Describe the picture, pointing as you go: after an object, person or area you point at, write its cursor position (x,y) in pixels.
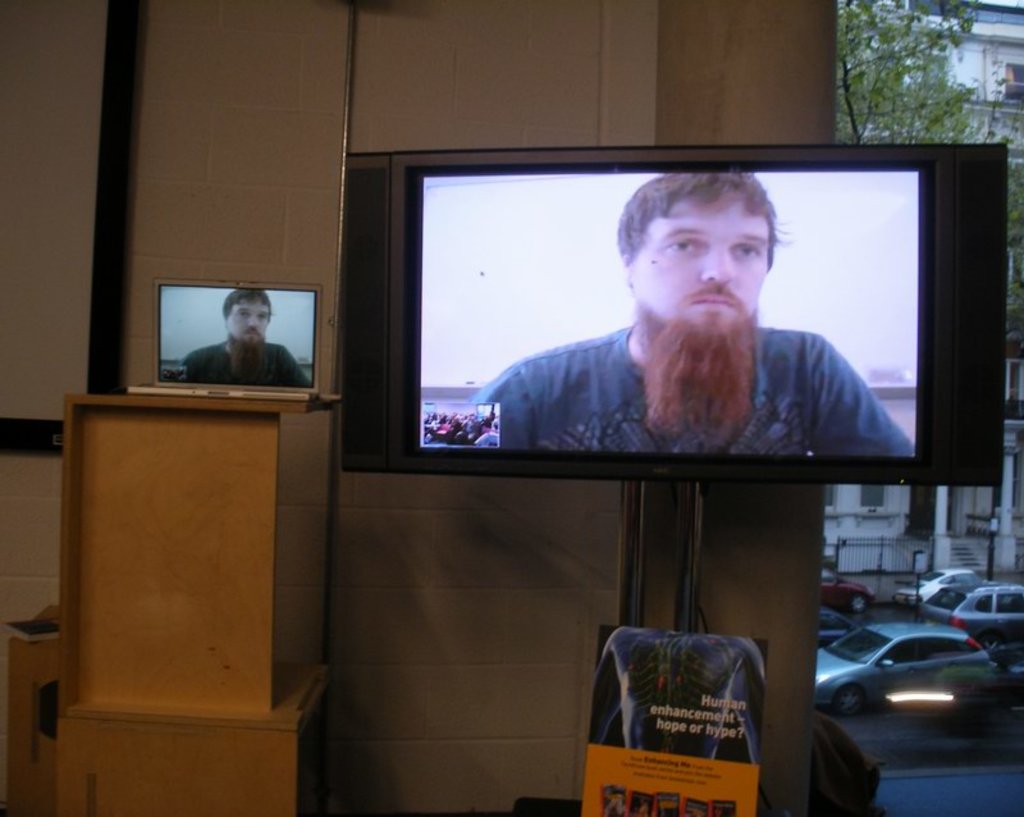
In this image I can see a monitor (549,234) which is attached to a stand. At the bottom (659,731) there is a poster (674,738). On the screen (601,351), I can see a man (631,389). On the left side (197,487) there is a table (149,541) on which a laptop (236,371) is placed. On the right side (876,636) there are few cars (883,694) on the road (895,731) and also I can see a building (968,63) and trees (868,65).
